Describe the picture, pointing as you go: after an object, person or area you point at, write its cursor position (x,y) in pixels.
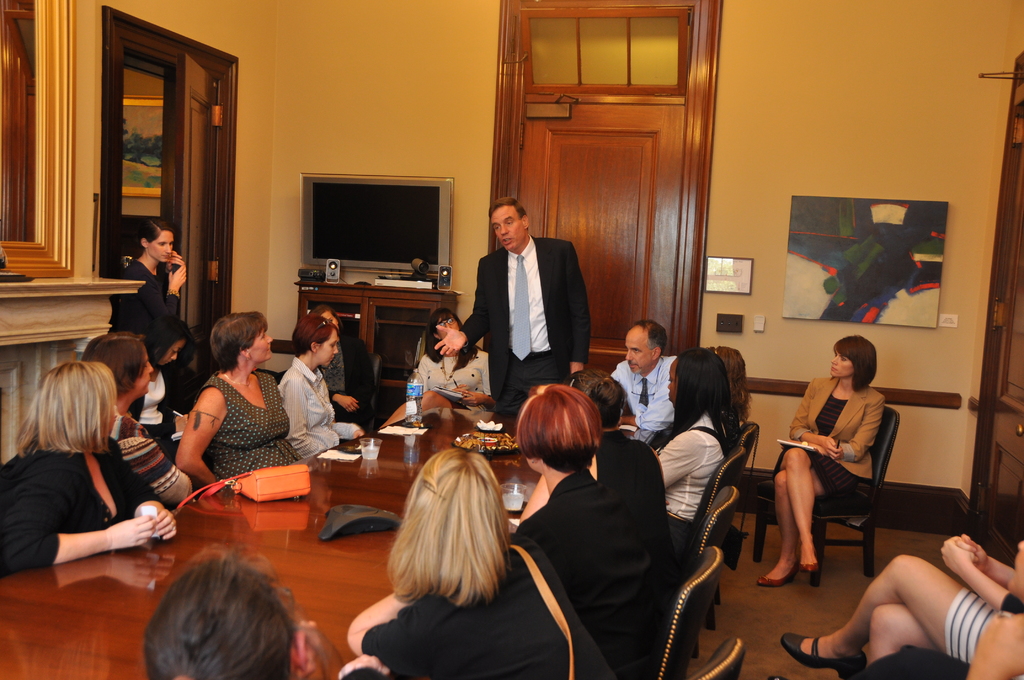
On the middle (562,374) a man (562,374) is standing and speaking, he wore tie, shirt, trouser (549,375). Many people (525,450) are sitting around the table (367,543) and listening to him. On the left side (316,175) there is a television (367,240). In the middle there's the door (533,142).
